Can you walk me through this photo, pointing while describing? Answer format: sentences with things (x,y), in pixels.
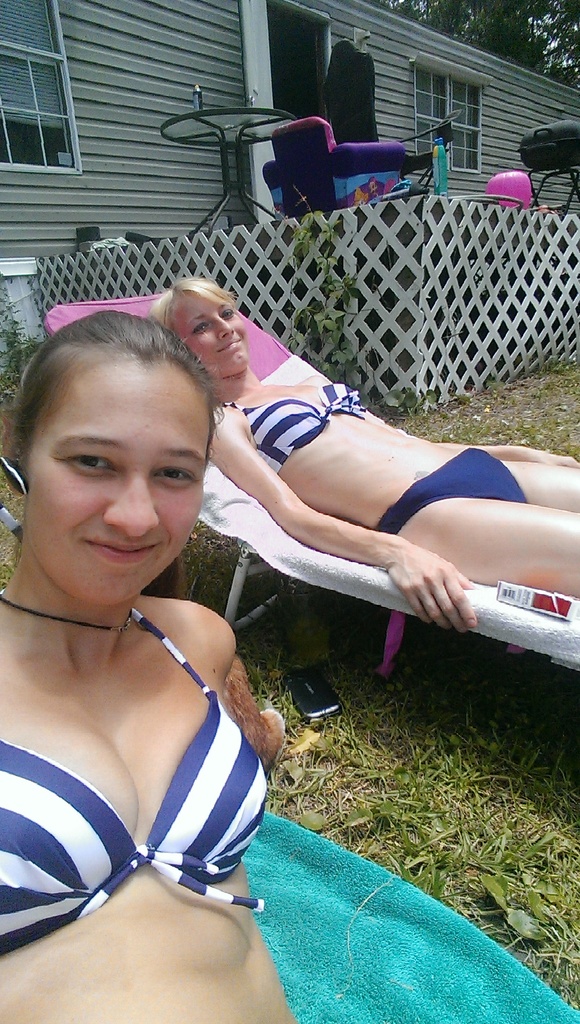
This picture shows two women (52,607) and one (438,554) laying on a lounge chair (256,529) and we see a house (519,65) and a tree (500,10).
